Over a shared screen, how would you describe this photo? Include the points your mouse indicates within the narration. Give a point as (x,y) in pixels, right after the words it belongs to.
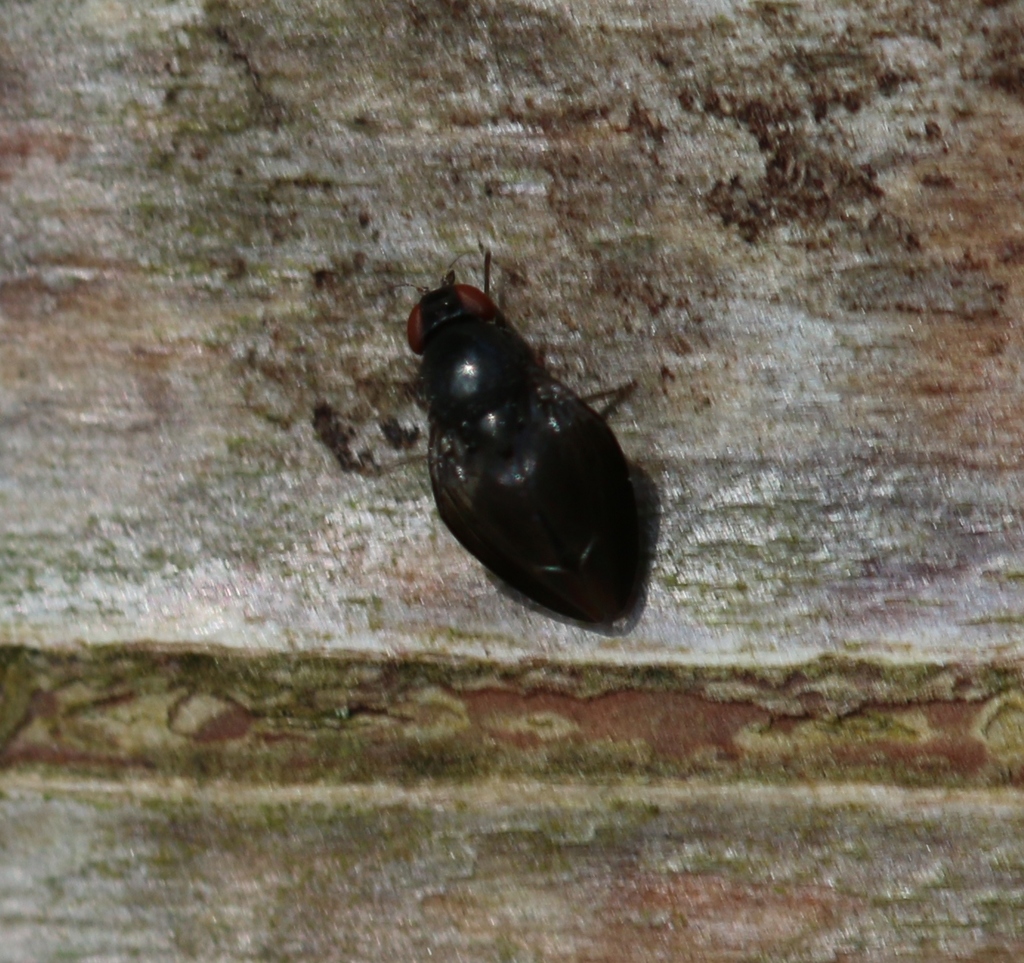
In this image we can see a insect (480,409) standing on the floor (680,527).
